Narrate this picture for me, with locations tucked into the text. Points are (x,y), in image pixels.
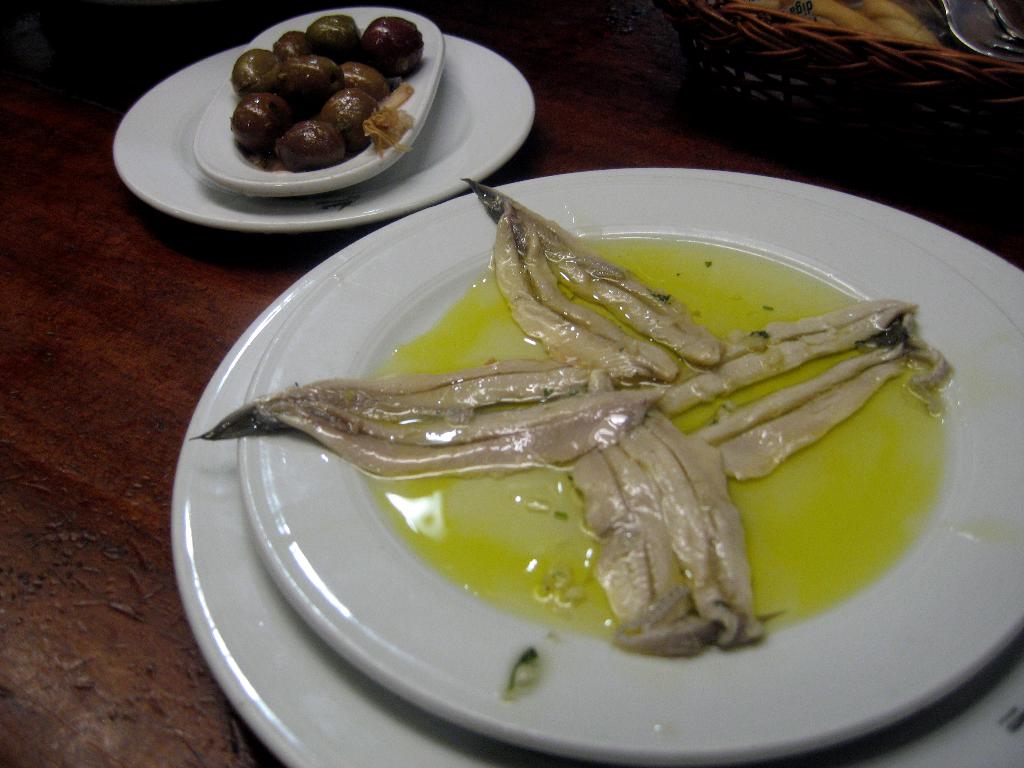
In this image I can see food plates (575,186) with two different food items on a table (69,576). I can see a basket (1021,92) in the top right corner (765,26).
